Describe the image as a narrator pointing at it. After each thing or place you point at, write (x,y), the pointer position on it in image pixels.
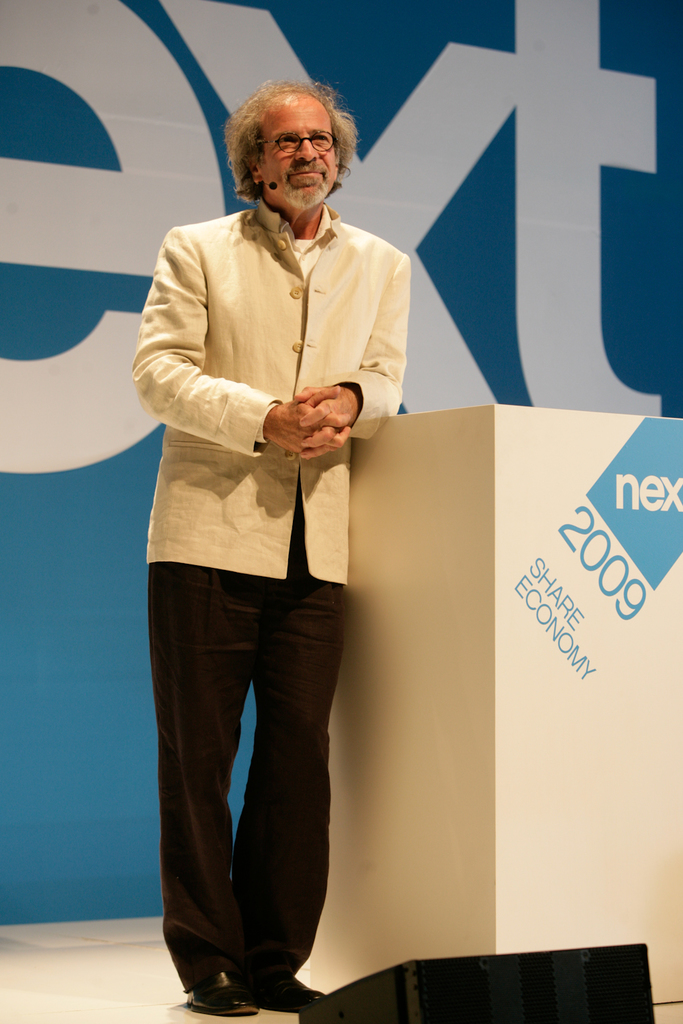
In this picture we can see a man (207,628) is standing. On the right side of the man (177,575), there is a podium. Behind the man (186,496), it looks like a hoarding (140,656). At the bottom of the image (400,968), there is a speaker (467,977). On the podium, it is written something.
